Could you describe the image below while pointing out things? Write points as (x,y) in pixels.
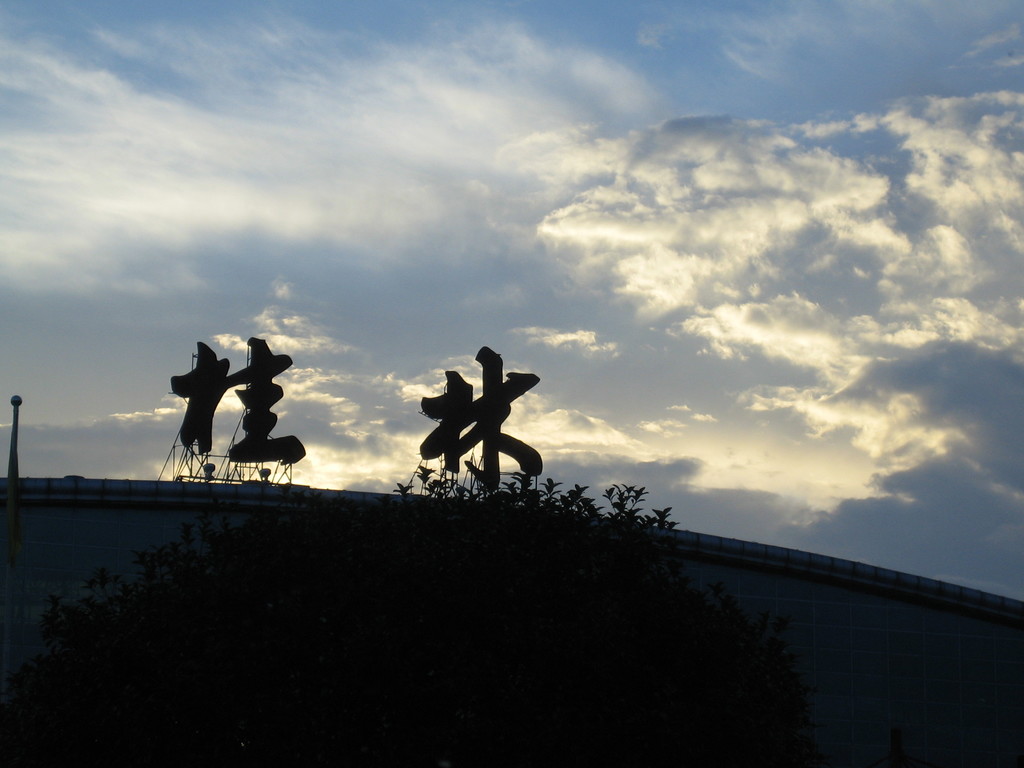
At the bottom of the picture (455,606), we see the trees (496,653). Behind that, we see a pole (17,429) and a building (797,619). In the middle of the picture (495,371), we see something which looks like the hoarding boards (255,456). In the background (363,245), we see the sky (469,241) and the clouds (743,281).
